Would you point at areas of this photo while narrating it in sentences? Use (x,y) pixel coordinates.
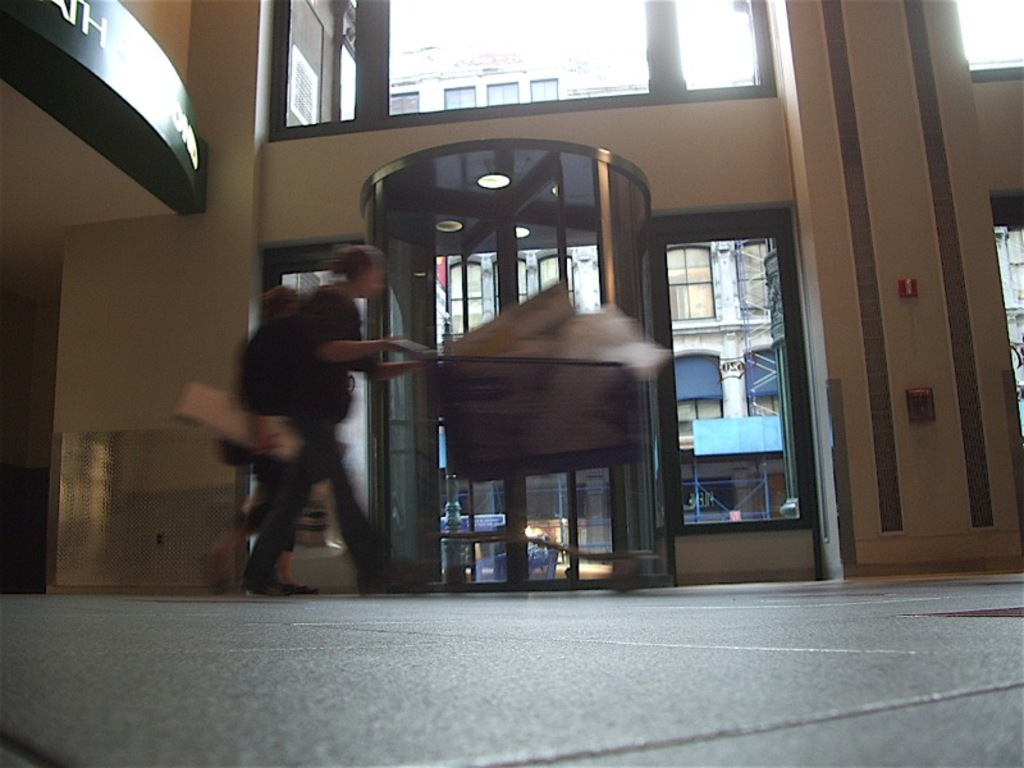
In this picture I can see the path (240,718) in front (289,757), on which I can see 2 persons (250,334) and a thing (603,330) in front of them and I see that it is blurred. In the background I can see the buildings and I see something is written on the top left of this picture (86,9).
